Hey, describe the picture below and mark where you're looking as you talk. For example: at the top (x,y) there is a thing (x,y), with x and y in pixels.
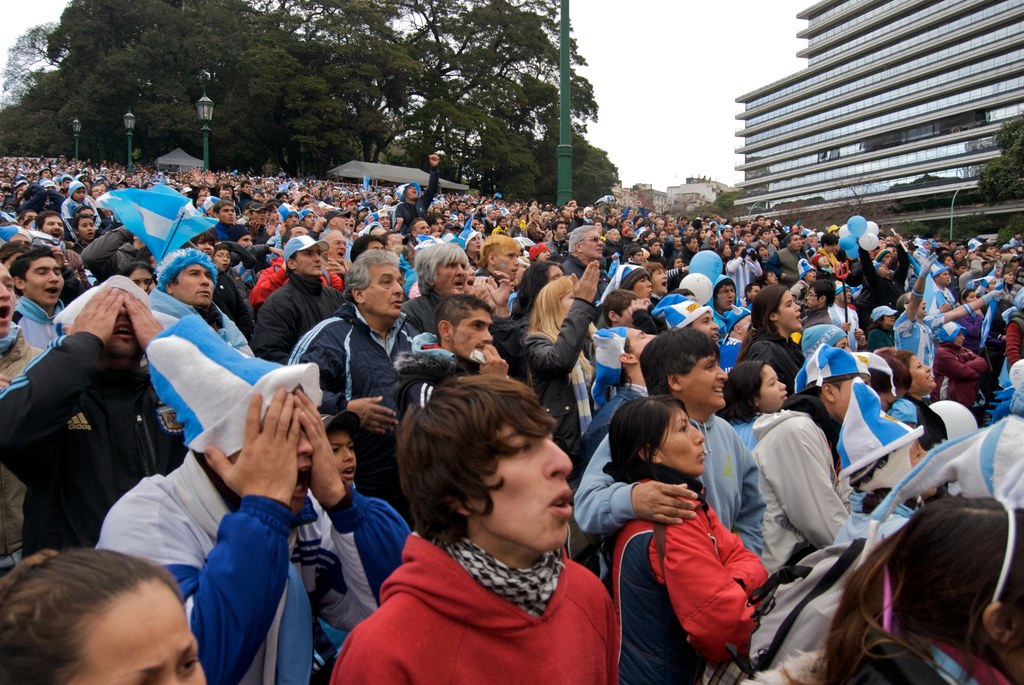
In this image I can see a crowd (450,488) on the road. In the background (944,224) I can see buildings (888,177), trees (258,127), light poles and the sky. This image is taken may be during a day.
